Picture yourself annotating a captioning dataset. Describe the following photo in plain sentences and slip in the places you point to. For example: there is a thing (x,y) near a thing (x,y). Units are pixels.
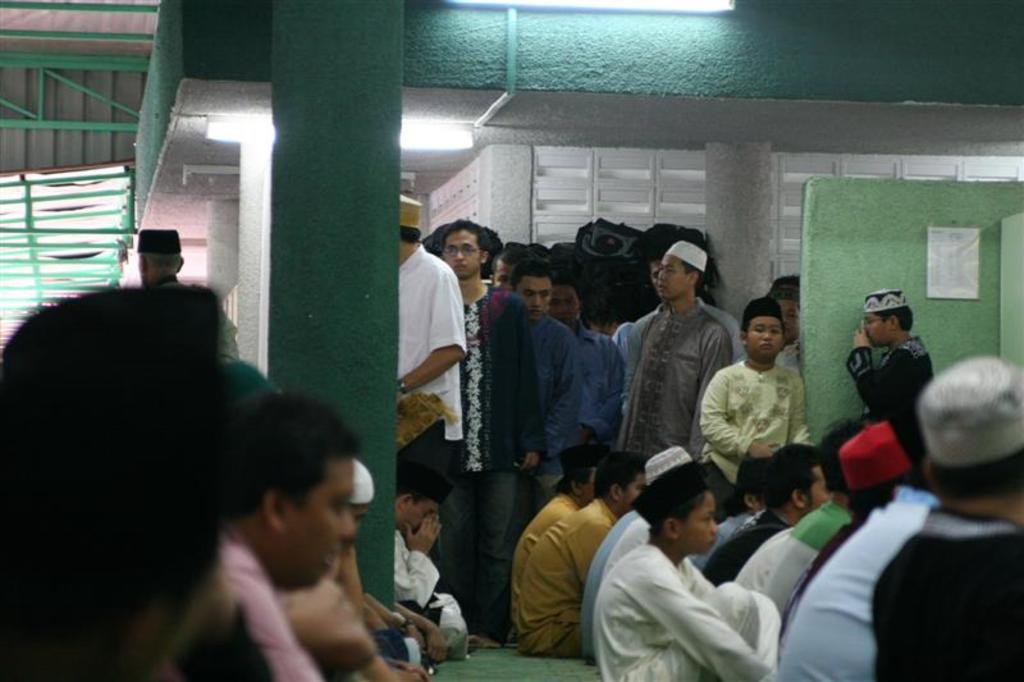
At the bottom of the image (859,649) there are people (569,583) sitting on the floor (570,661). In the background of the image (520,400) there are people (500,393) standing. There is a wall (880,158). There are pillars (501,169).
